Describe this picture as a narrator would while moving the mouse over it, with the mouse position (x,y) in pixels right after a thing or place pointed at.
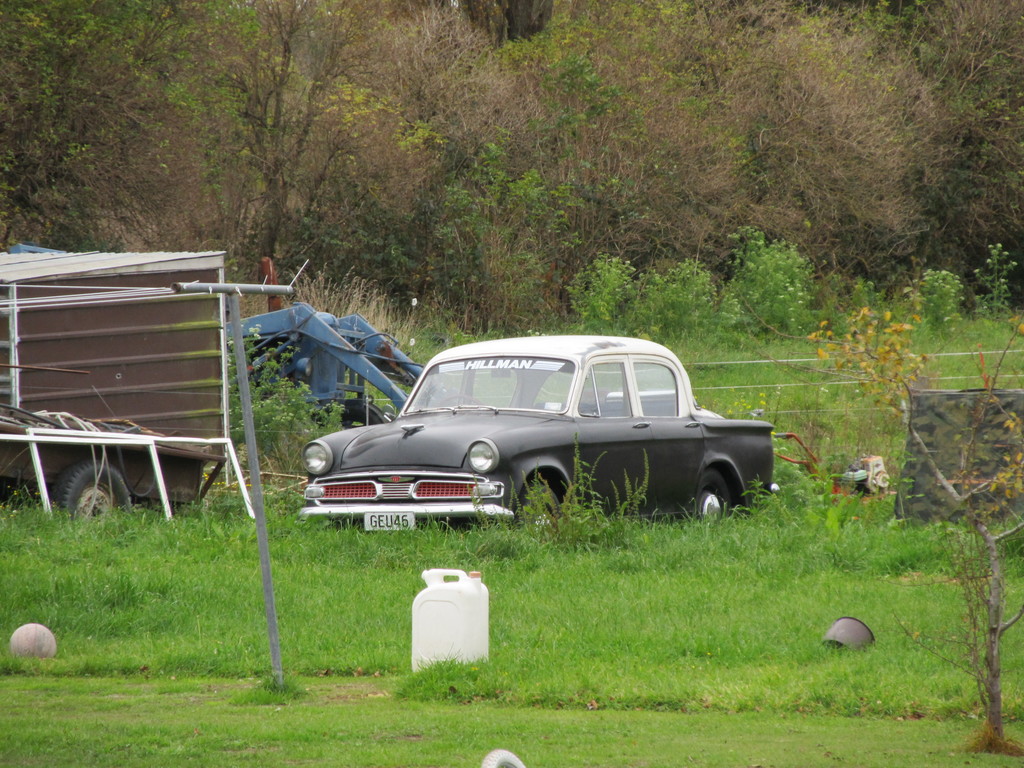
In this image I can see car (460,369) which is in gray color, at the back (499,276) I can see trees (670,261) and grass (746,352) in green color, at left (165,317) I can see the other vehicle (287,330).
